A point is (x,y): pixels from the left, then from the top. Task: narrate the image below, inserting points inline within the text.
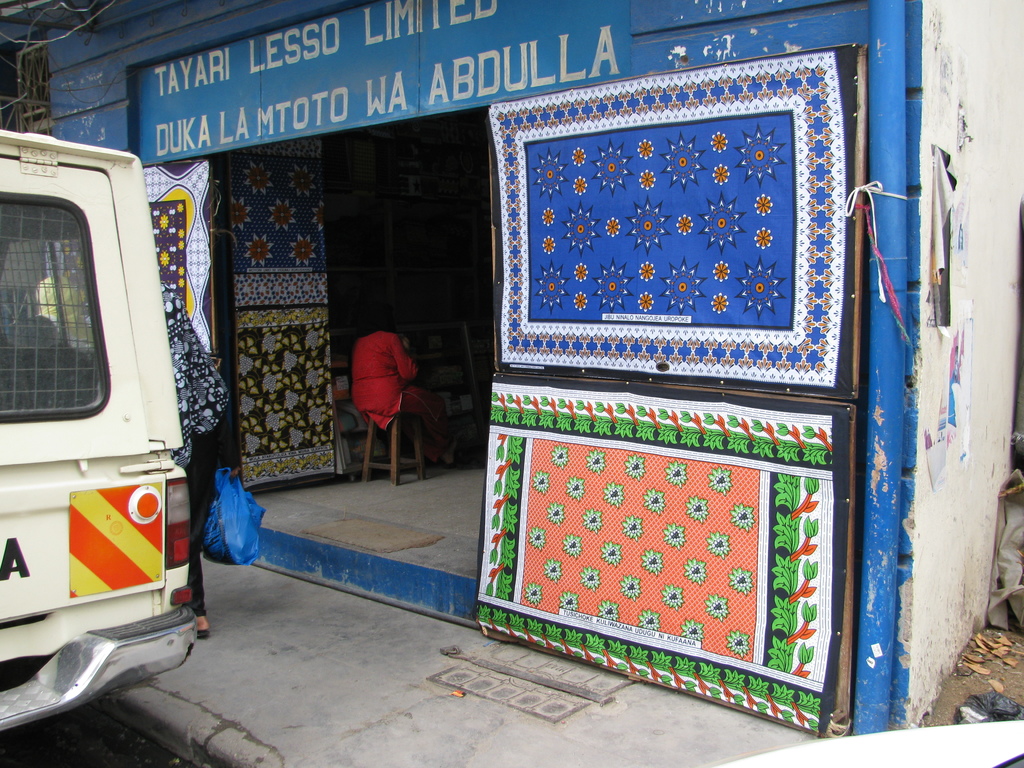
In this image I can see the vehicle (75,460). To the side of the vehicle (36,451) I can see the person (206,467) standing and there is a colorful shed (550,48). I can see another person (395,391) inside the shed (91,42). And there is something written on the shed (507,48).
